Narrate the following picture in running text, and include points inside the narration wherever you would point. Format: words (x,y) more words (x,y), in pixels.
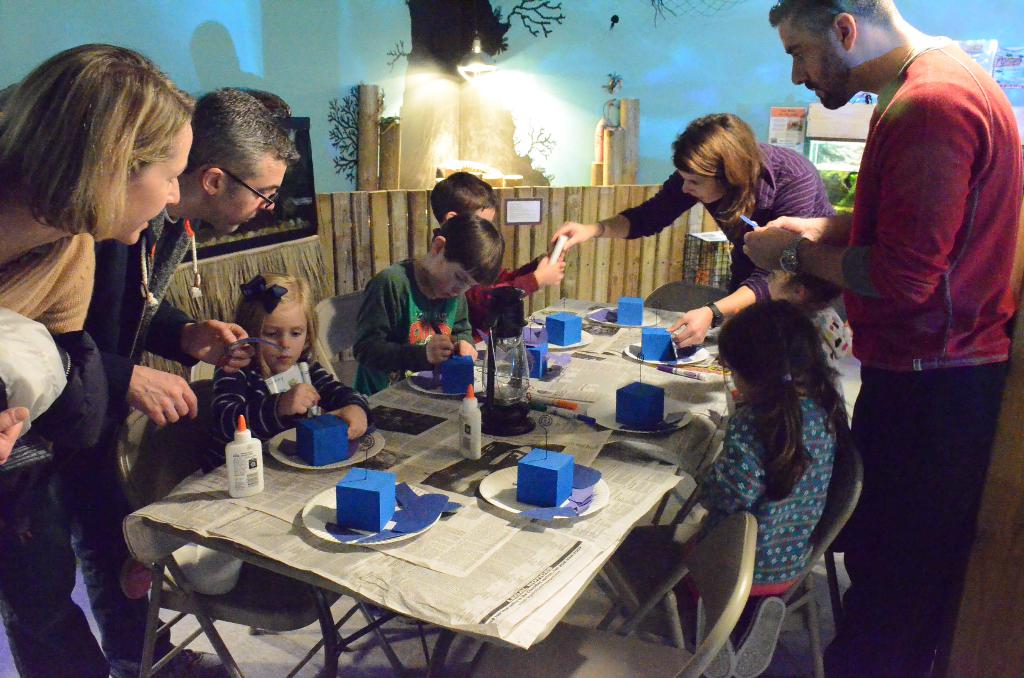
In this image I see 2 women (82,248), 2 men (930,242) and few children (828,445) who are sitting on chairs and there is a table (702,393) on which there are papers (604,534), plates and few things (551,335) on it. I can also see these people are standing. In the background (978,29) I see the wall (430,144) and the light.
